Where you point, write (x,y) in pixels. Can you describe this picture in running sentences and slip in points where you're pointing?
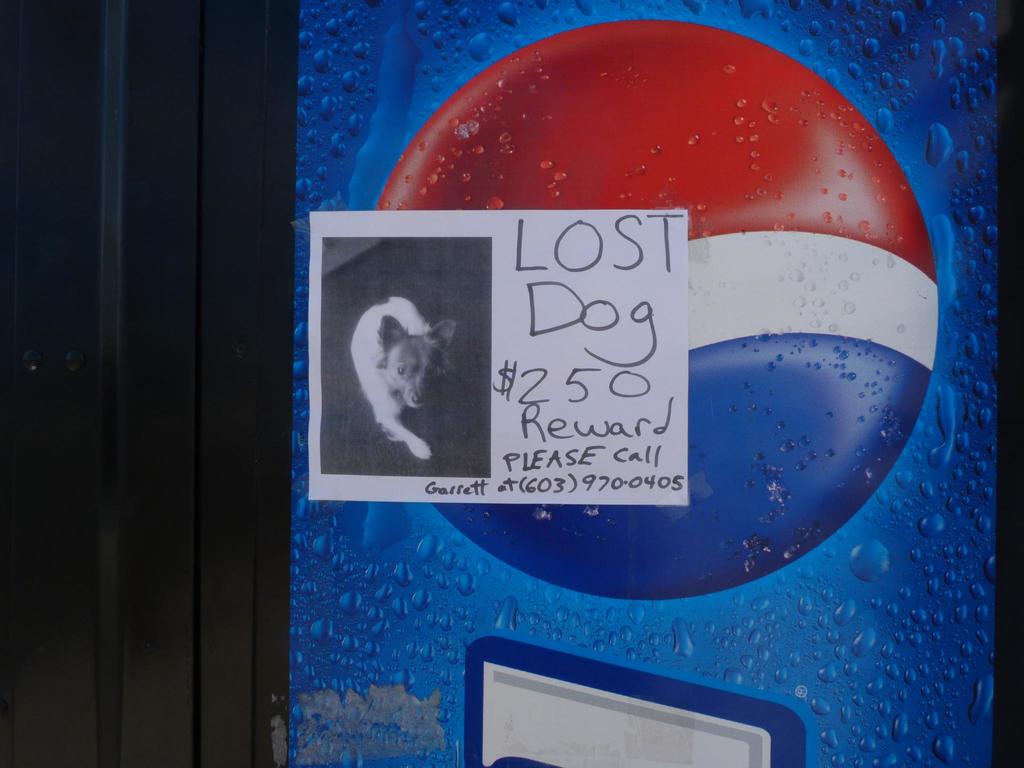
In the center of the picture (606,490) there is a poster (315,448), on the poster (425,393) there is a dog (399,326) and there is text (525,370). In this picture there is pepsi logo (704,186) and there is a door (173,411).
